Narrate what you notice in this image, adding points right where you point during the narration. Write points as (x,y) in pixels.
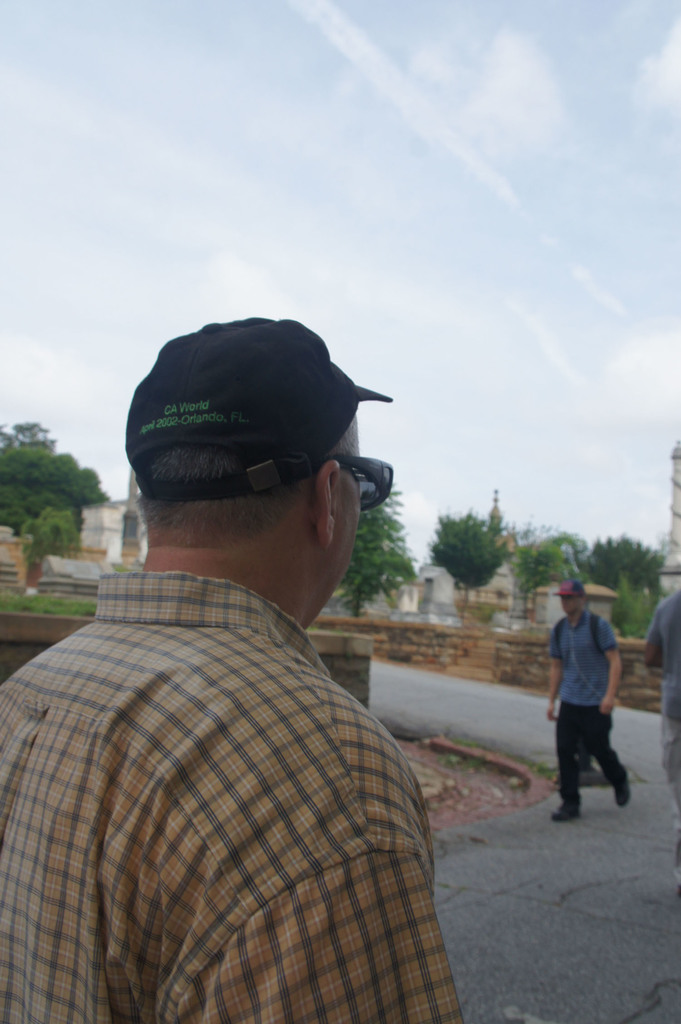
In the foreground of this image (242,738), there is a man (242,669). On the right (591,689), there are two people (578,691) on the road (597,820). In the background (446,550), there are trees (93,475), few buildings (6,561) and the sky (282,140).
